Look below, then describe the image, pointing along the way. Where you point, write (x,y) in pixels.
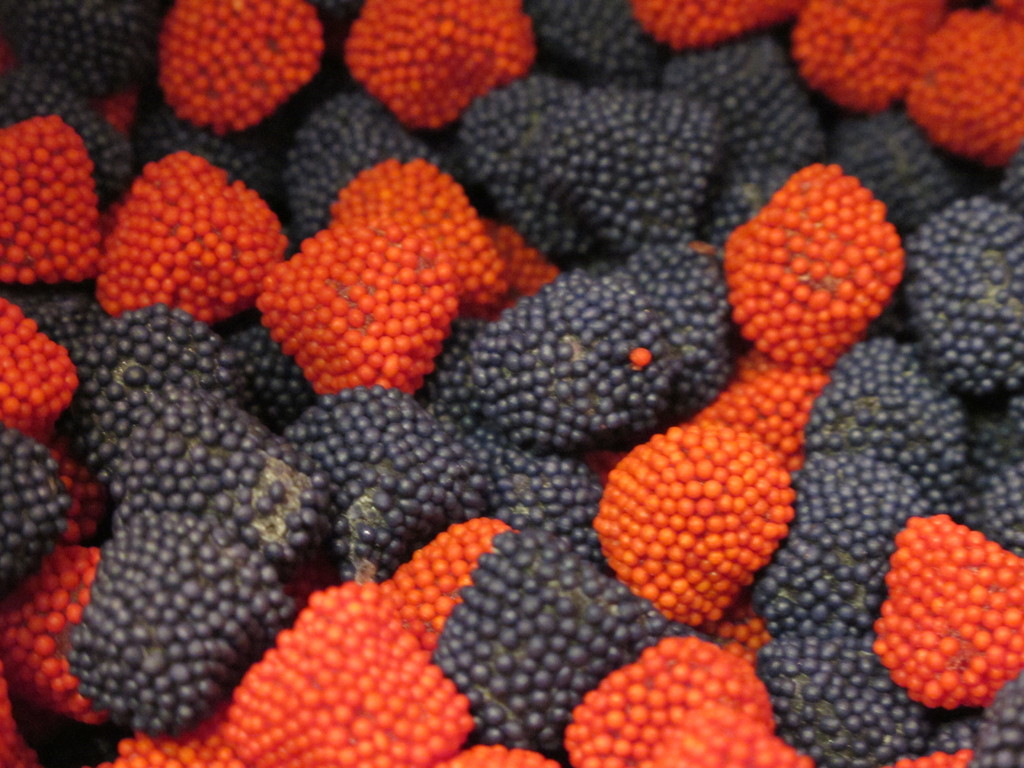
In this image we can see berries (491,637) which are in black and red color.
